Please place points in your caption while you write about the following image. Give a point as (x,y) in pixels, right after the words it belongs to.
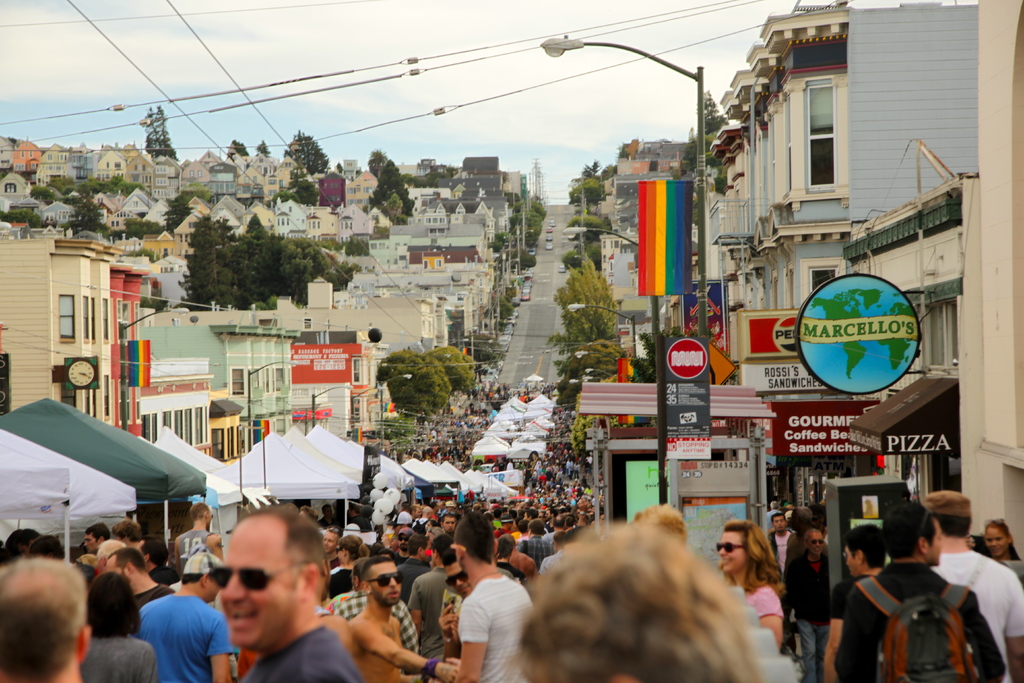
In this image I can see some people (471,550). I can see some vehicles (527,296) on the road (532,342). On the left (230,352) and right side (871,122), I can see the houses (129,216). At the top (464,65) I can see clouds (198,73) in the sky (204,86).
